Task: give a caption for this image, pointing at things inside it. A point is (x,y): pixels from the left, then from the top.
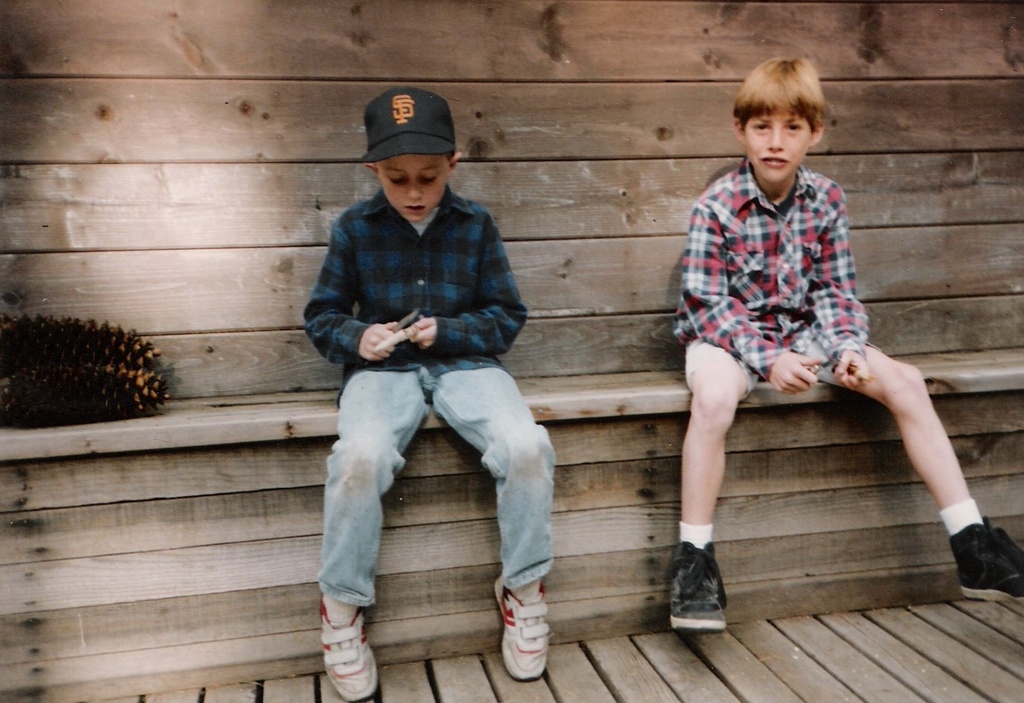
In the picture we can see two boys (914,437) are sitting on the wooden plank (33,454) and one boy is wearing a cap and behind them we can see a wooden wall (259,55).
